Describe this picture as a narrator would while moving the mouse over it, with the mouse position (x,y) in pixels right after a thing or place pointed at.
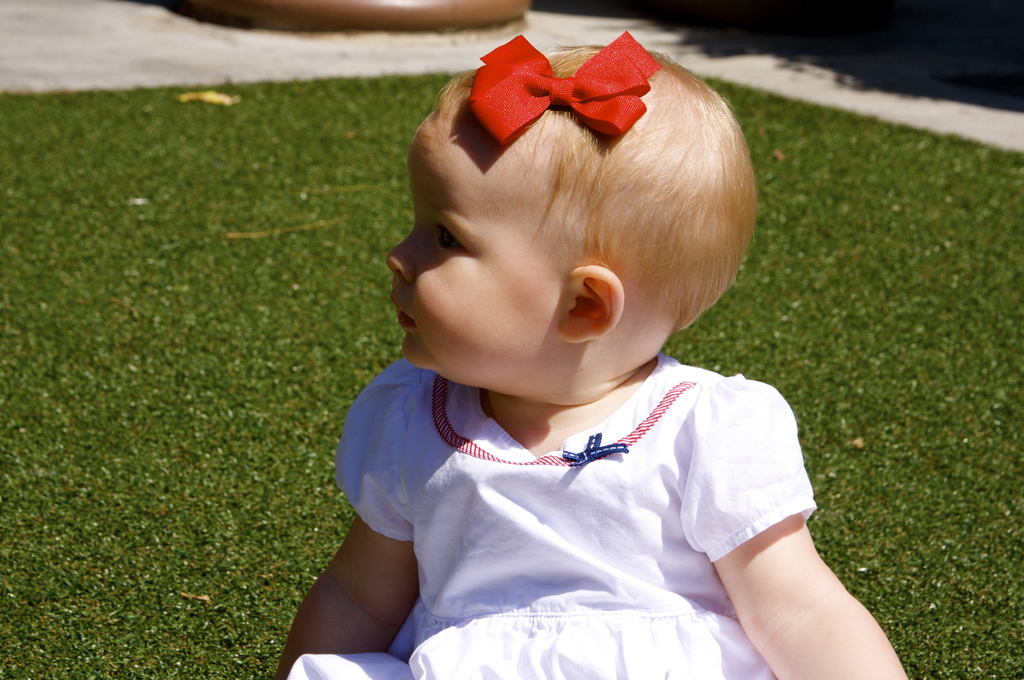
In this picture we can see a little baby (463,381) wearing a white gown (656,395) and sitting on the grass (33,571).
